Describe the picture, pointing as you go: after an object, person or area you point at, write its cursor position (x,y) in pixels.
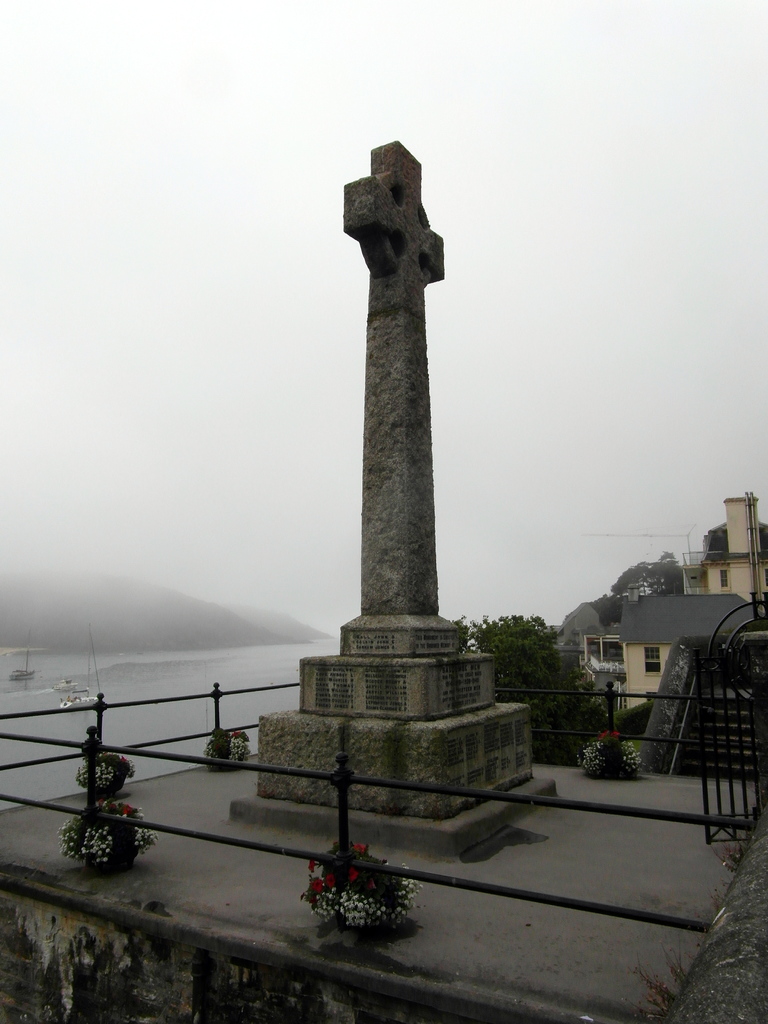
In the foreground of the picture (336,663) we can see flowers (97,771), railing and a sculpture (401,560). On the right (610,637) there are buildings (649,626) and trees (670,592). On the left (160,658) we can see water body (128,682) and hills (129,641). In the water (79,680) there are ships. At the top (248,159) it is sky (334,202), in the sky (319,104) there is fog (377,113).
